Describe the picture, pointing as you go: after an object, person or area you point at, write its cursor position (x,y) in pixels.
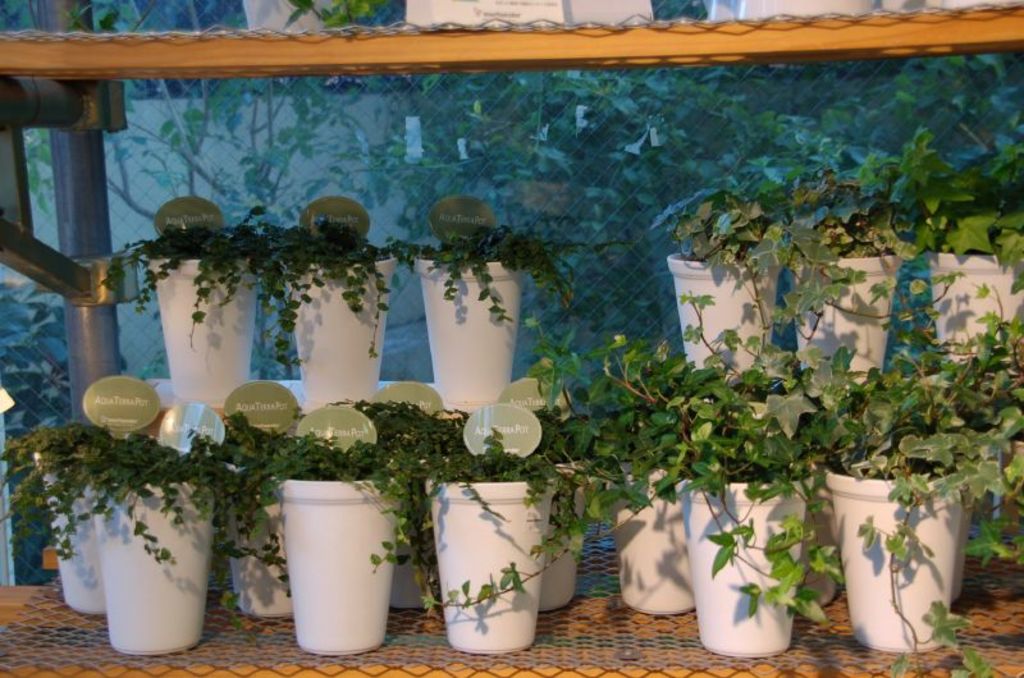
In the foreground of the picture (565,293) there are flower pots (865,323) and plants (443,259). On the top (109,49) there is a wooden object (446,48), on it there are flower pot (735,14). In the background (372,147) there are trees (404,125) and wall (293,154). In the center (584,263) there is a mesh like object (427,173) and an iron frame (79,139).
